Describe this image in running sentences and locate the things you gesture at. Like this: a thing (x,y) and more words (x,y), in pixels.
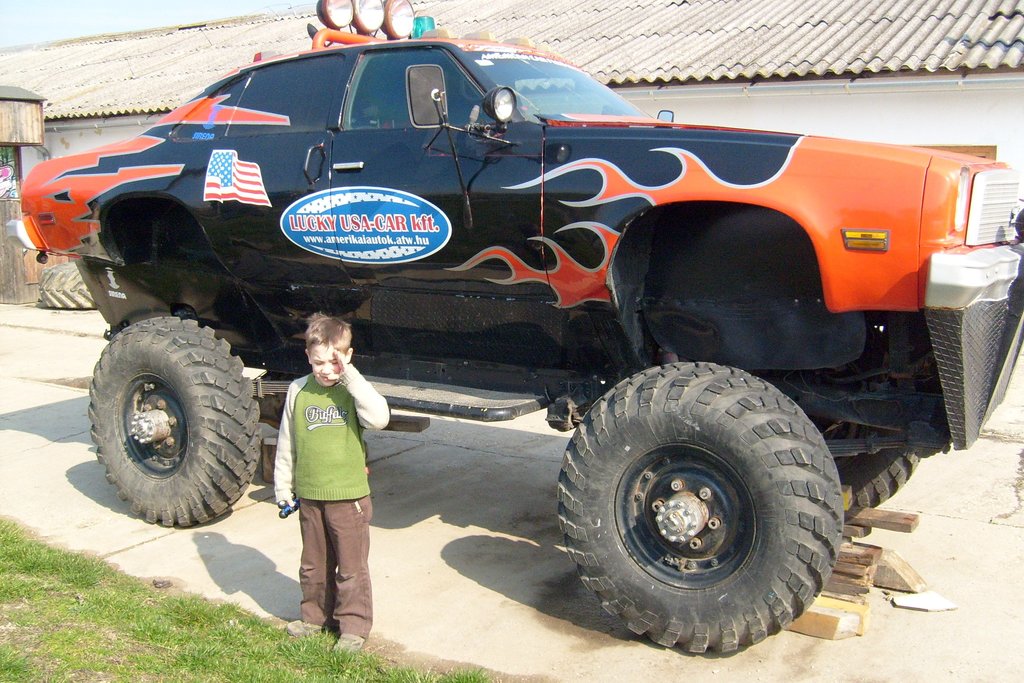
In this image I can see grass (192,602) and I can see a boy (353,483) is standing. In the background (408,264) I can see black colour monster truck (396,222) and on it I can see something is written. In the background (829,128) I can see building (851,137) and a tyre (58,276) over there.
